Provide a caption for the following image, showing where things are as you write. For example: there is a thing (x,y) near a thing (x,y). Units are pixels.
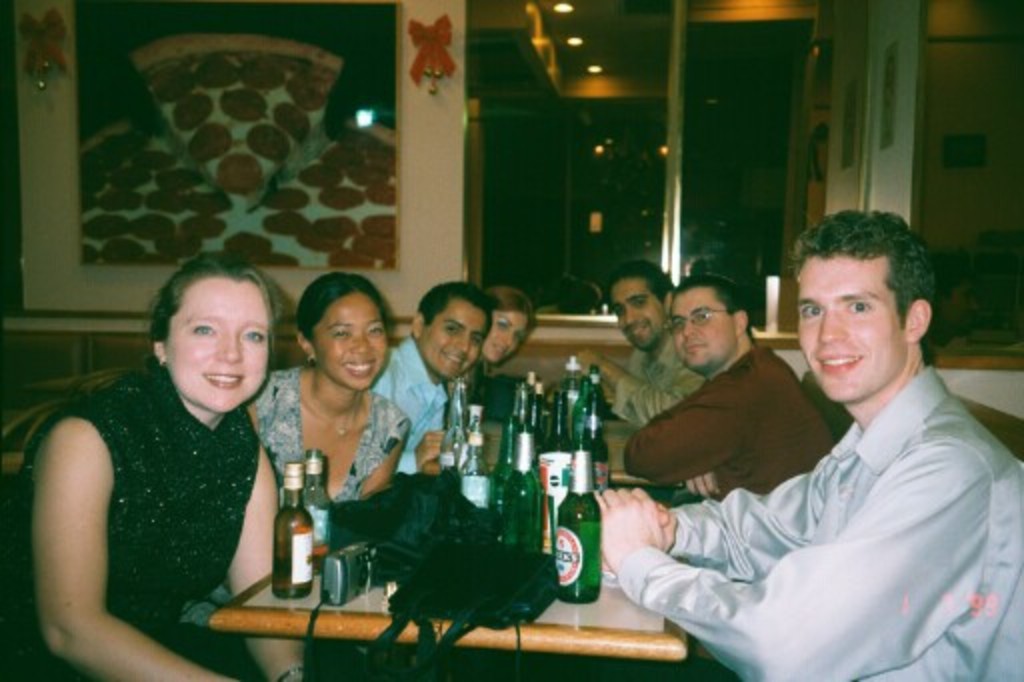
In this picture we can see a group of people (303,424) sitting on chairs (560,359) and in front of them on table (384,605) we have camera (351,591), bags (497,564), bottles (527,487) and in background (417,99) we can see windows (615,145), wall (164,279) with frames (315,224) and from window (770,135) we can see lights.
